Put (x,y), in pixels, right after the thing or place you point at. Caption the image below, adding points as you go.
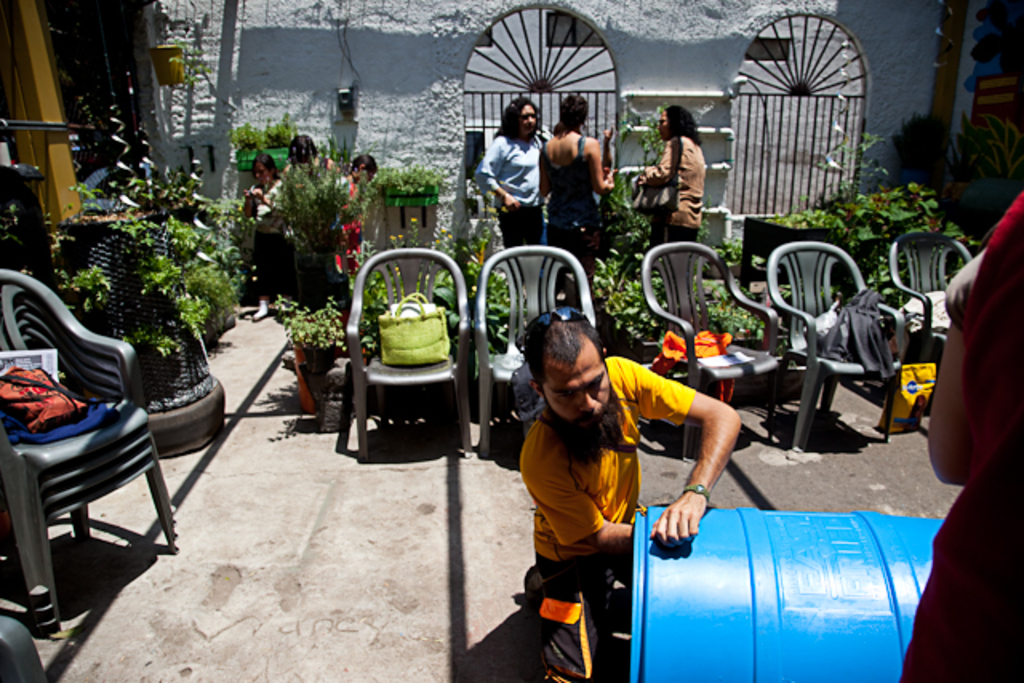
In this image there are group of persons (693,224) sitting and standing and at the foreground of the image (666,577) there is a person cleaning the drum (740,583) and at the background of the image (384,311) there are plants (625,239) and wall (677,90).
